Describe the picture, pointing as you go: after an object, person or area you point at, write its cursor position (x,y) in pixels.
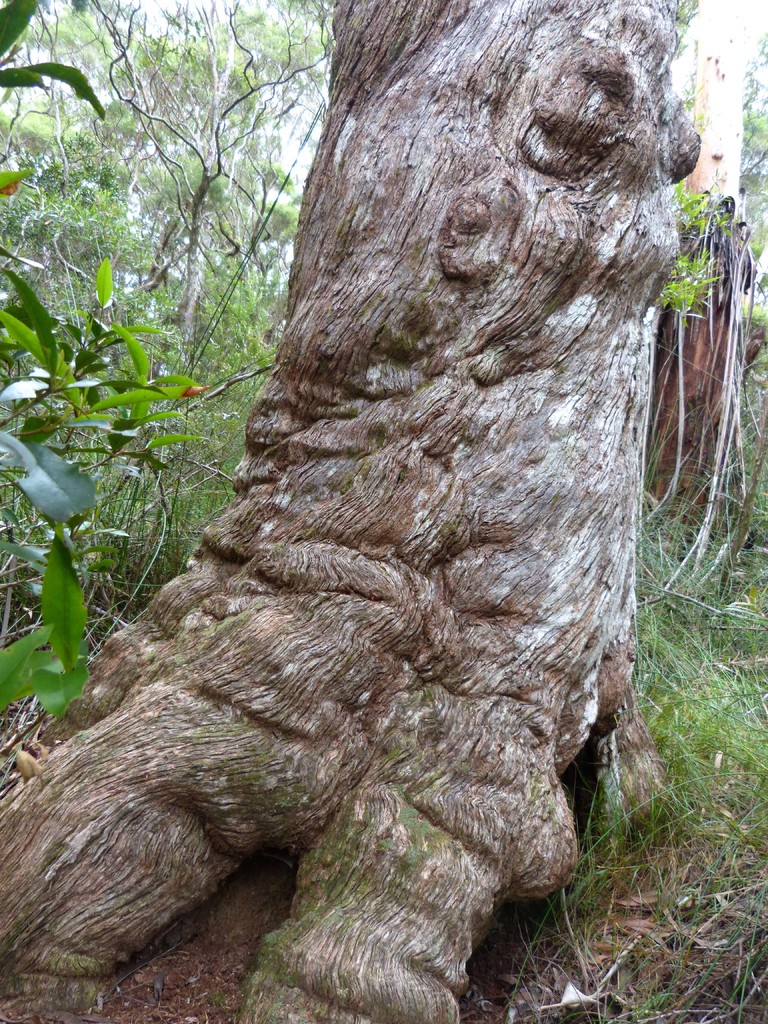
In this image I can see trees (363,299), plants (16,404) and the grass (689,758).
